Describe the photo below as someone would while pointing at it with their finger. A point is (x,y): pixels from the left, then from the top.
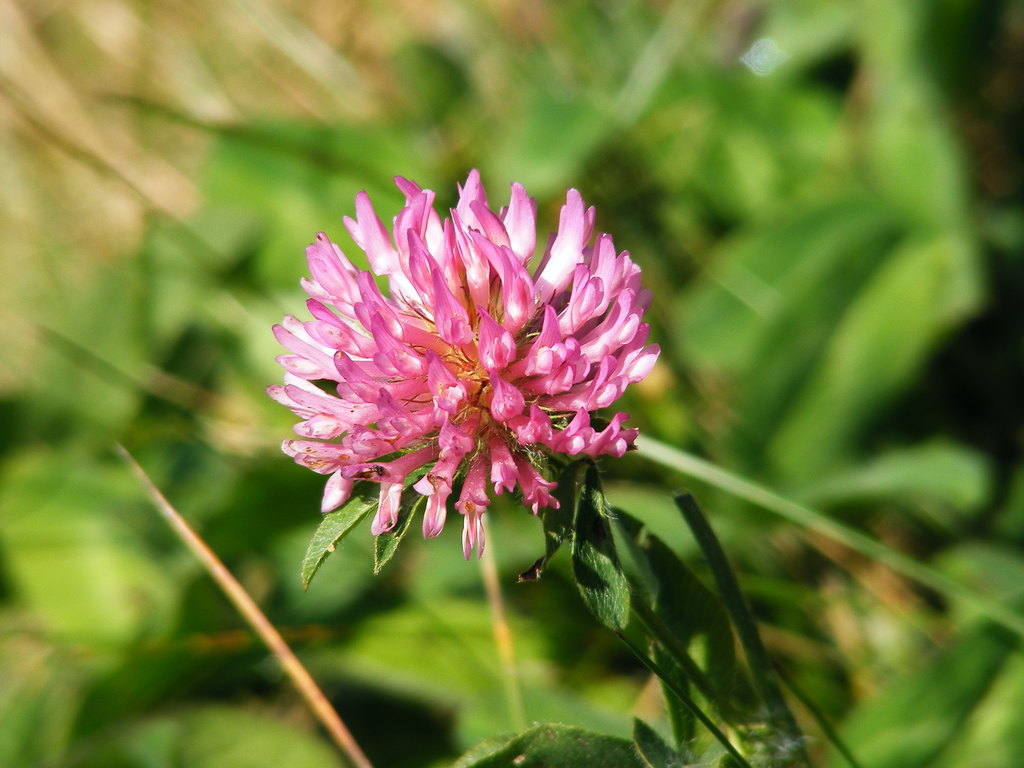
In this image we can see one plant (538,374) with flower (462,224), some plants (562,650) in the background (923,380) and the background (109,594) is blurred.
